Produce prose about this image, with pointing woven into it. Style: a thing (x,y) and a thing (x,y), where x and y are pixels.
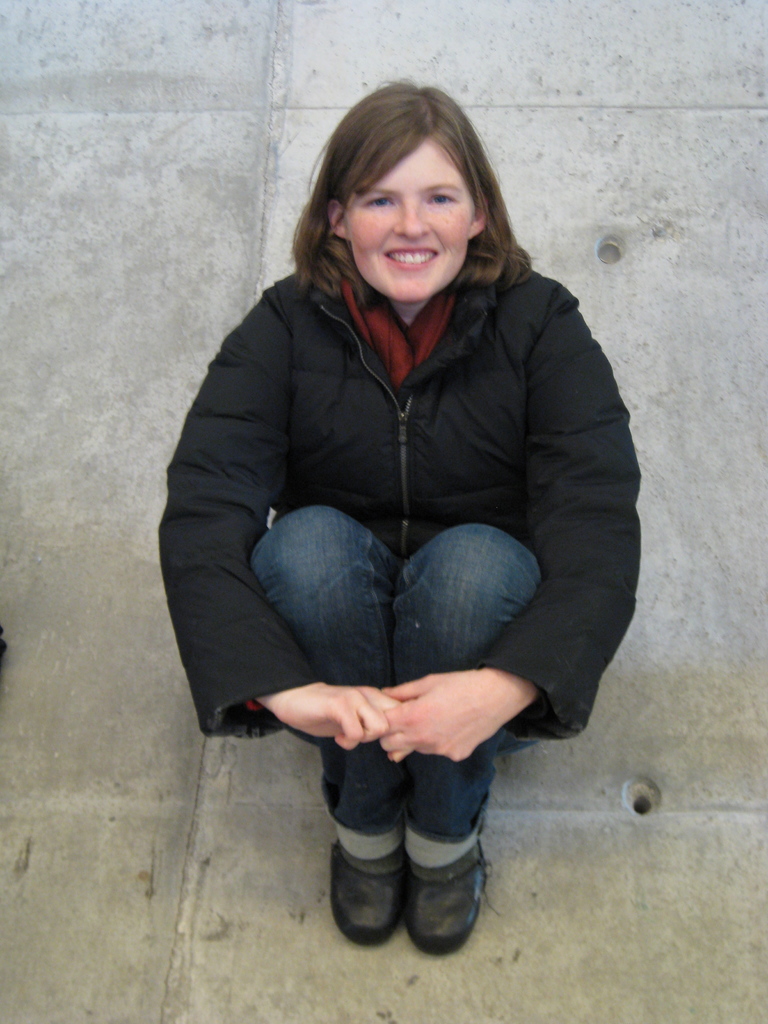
In this picture we can see a woman (467,539) sitting here, she wore a coat (480,493), jeans (444,589) and shoes (412,916).
